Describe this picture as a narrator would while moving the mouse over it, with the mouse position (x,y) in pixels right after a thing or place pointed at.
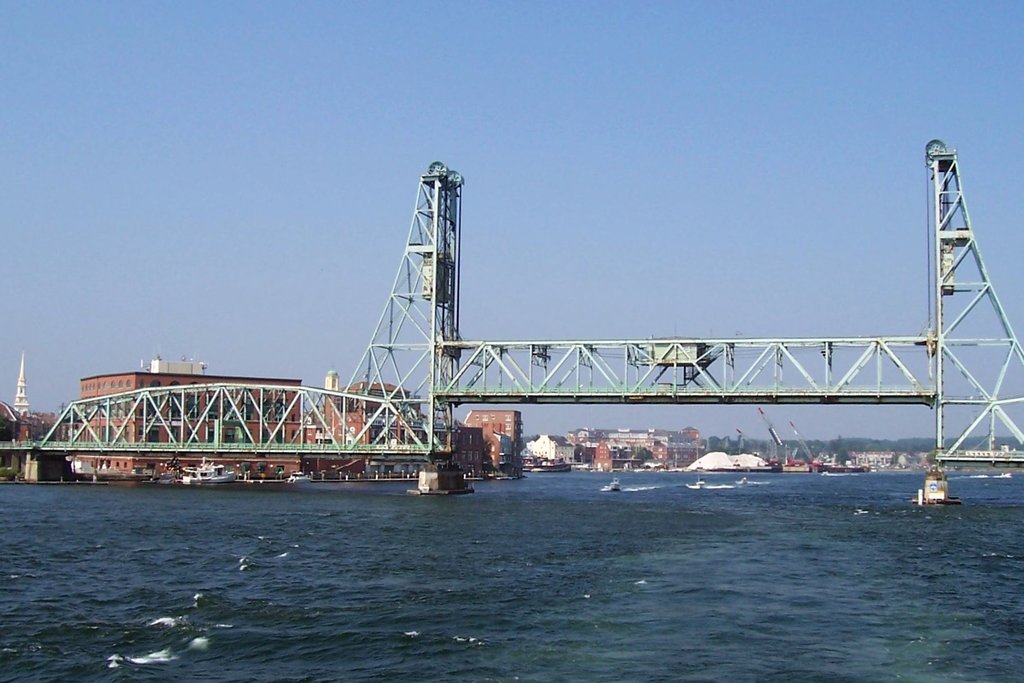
In the foreground of this image (511,614), there is water (678,598). In the middle (502,380), there is a bridge (362,436). In the background (604,439), there are buildings (350,470), boats (218,474) on the water (667,480), greenery (872,449) and the sky (711,227).
